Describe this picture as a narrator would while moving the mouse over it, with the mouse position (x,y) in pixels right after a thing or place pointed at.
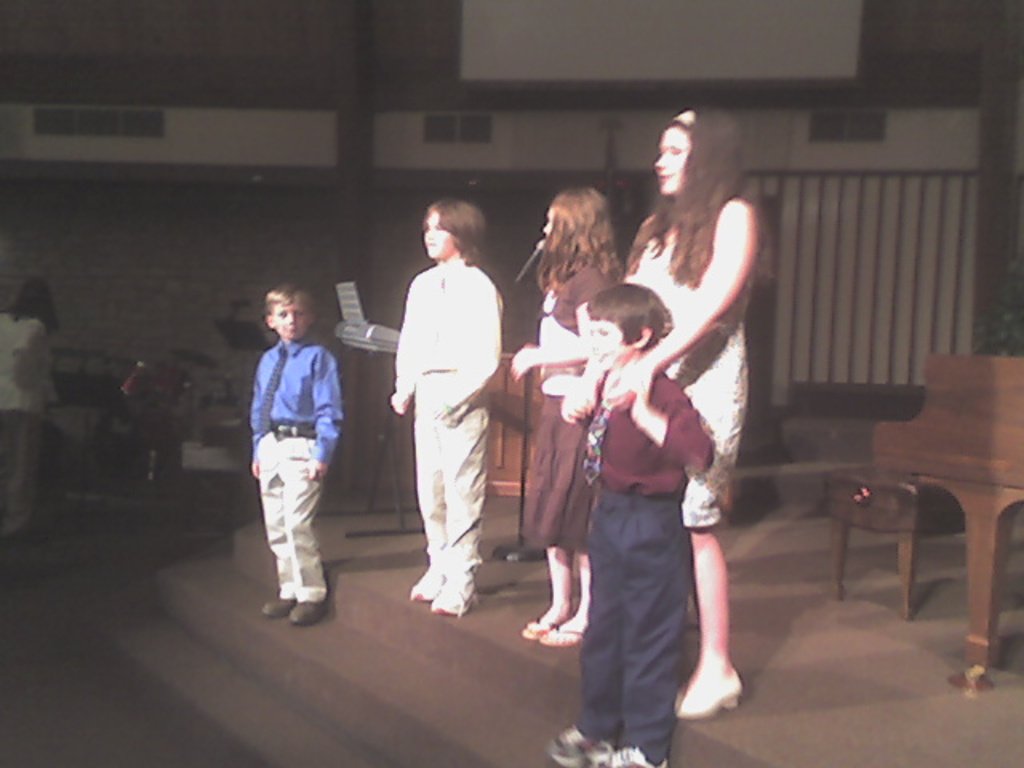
in this image there are some persons (317,509) are standing in middle of this image (659,464) and there is a table (960,449) at right side of this image (943,449) and there is a wall (528,227) in the background (245,263) and there is one person (19,363) standing at left side of this image (26,423).
